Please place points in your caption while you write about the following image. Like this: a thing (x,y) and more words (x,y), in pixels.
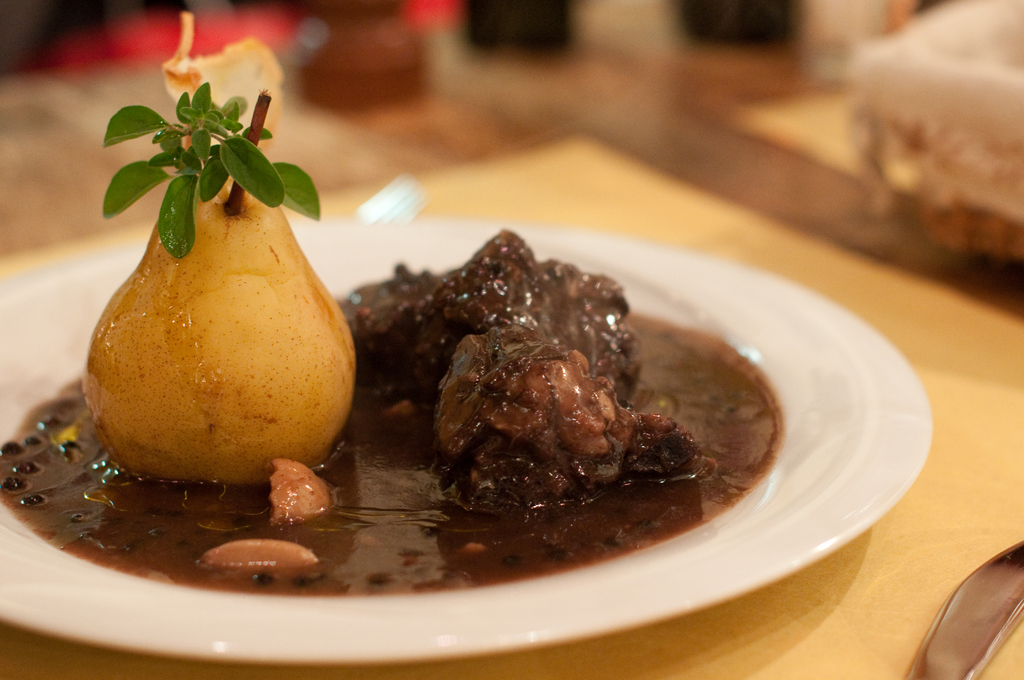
In the image in the center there is a table (954,415). On the table (634,128), we can see one plate (871,412), some food item (502,340) and few other objects (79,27).
